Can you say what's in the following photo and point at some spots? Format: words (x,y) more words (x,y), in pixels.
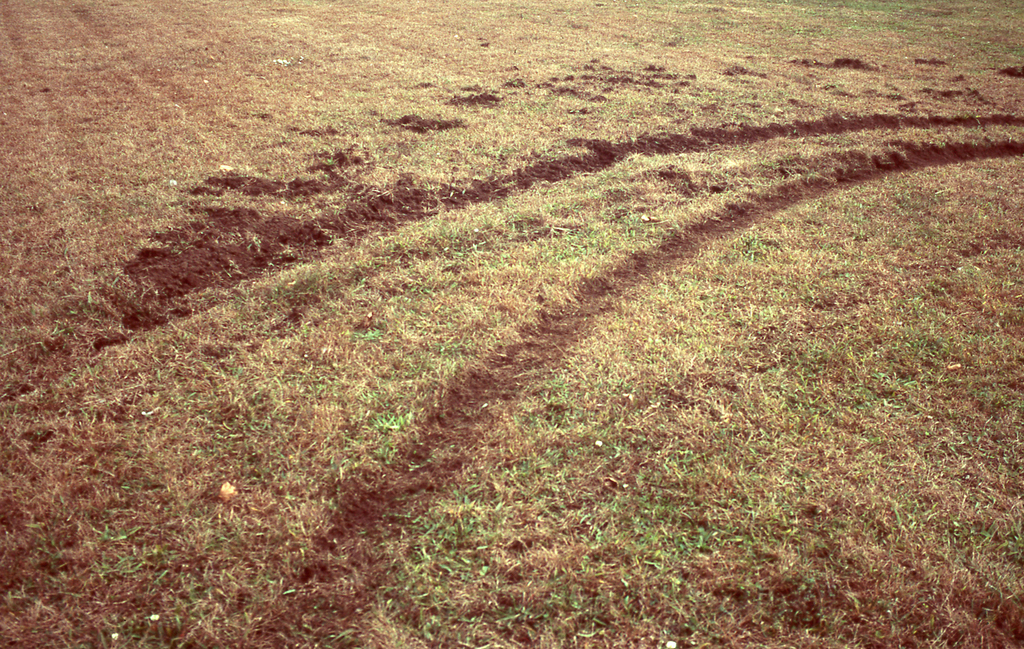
This is a picture of a field (609,312). In this picture we can see dry grass (334,292), grass (443,296) and soil (415,488).
